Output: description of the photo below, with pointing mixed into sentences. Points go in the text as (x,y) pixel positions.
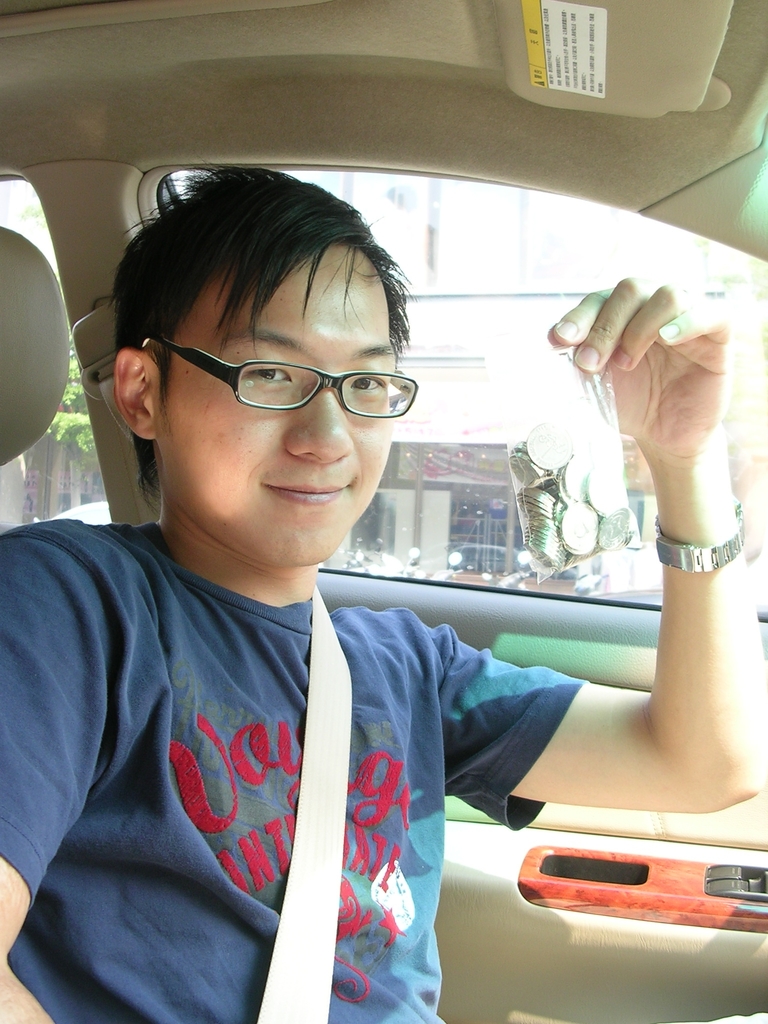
In this image I can see a person (280,796) wearing blue colored t shirt (147,730) is sitting in a car (297,851) and I can see he is wearing seat belt (284,964). I can see the window (485,461) of the car (395,600) through which I can see a tree (82,416) and a building (450,299). I can see the person (355,715) is holding a cover (550,566) in which I can see coins (547,476).
